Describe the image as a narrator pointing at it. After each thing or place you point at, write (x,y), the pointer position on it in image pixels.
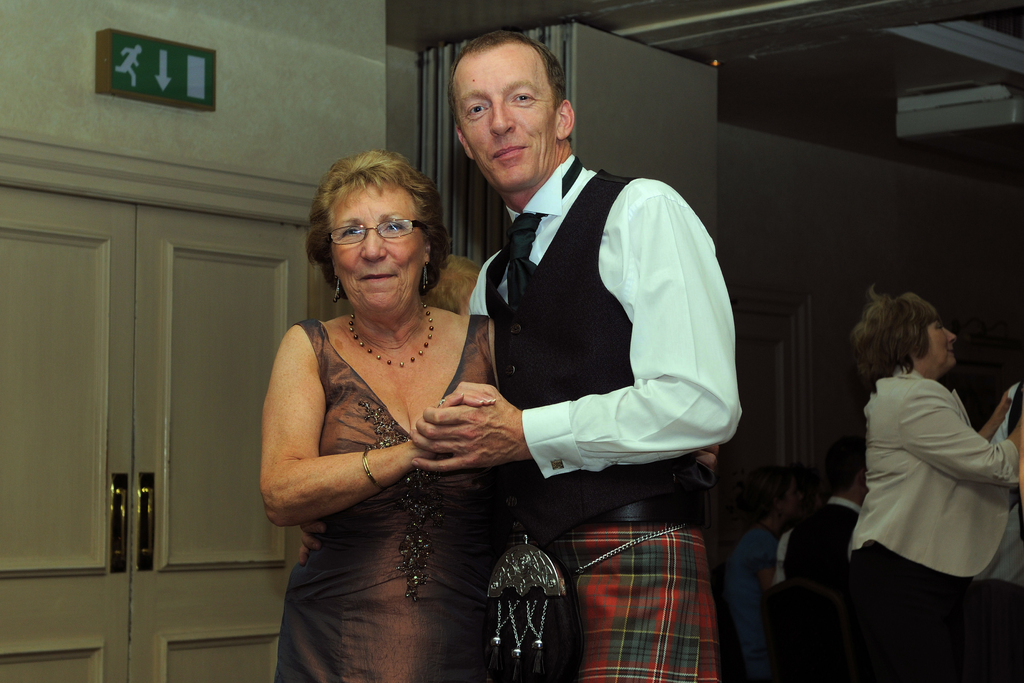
On the left side of the image (203,87) we can see a door (111,430) and a board (106,43) on which direction is given. In the middle of the image (523,407) we can see a man (606,452) is holding a hand (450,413) of the lady (402,564). On the right side of the image (909,512) we can see a lady (979,495) is standing and holding something and other persons (809,556) are sitting.
